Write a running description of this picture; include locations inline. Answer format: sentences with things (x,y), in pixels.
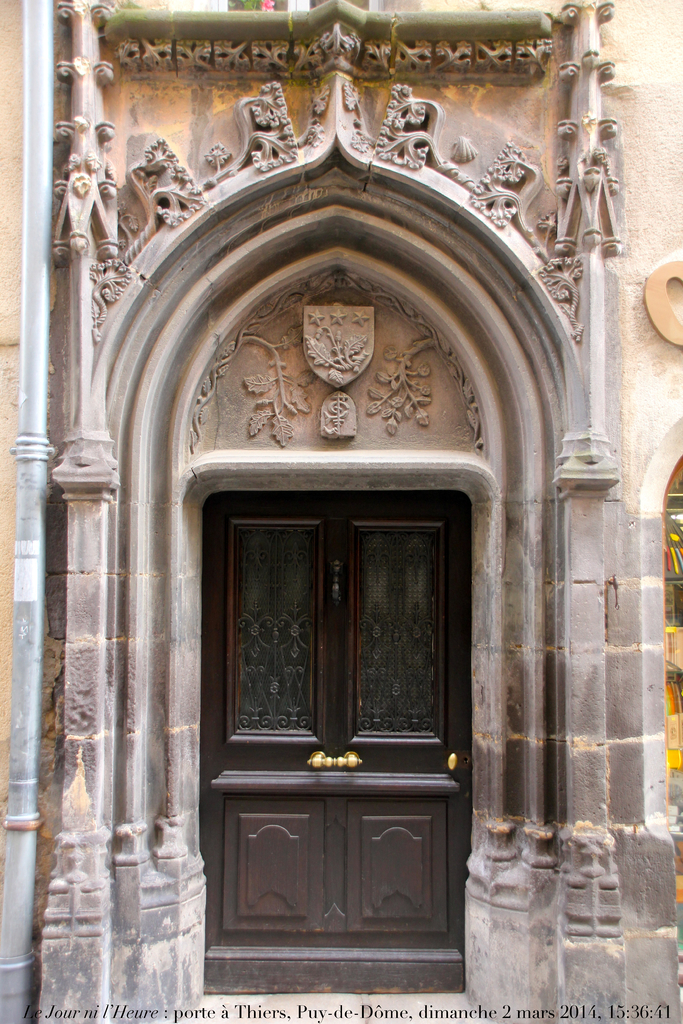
In this image I can see the wall (316,390), a black colour door (383,631) and here I can see designs (103,9) on this wall (613,205).
